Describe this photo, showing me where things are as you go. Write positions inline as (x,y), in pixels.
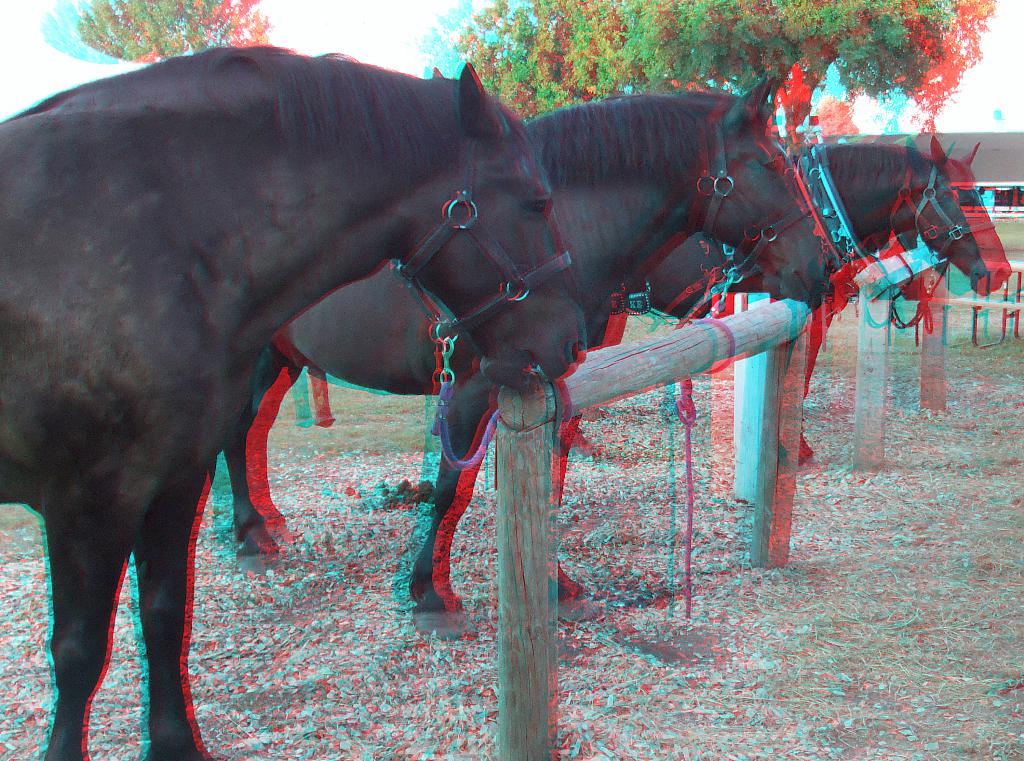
In this image we can see three horses (390,198) tied to the wooden pole (582,366), there are some trees (182,39), poles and a house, also we can see the sky (382,36).
